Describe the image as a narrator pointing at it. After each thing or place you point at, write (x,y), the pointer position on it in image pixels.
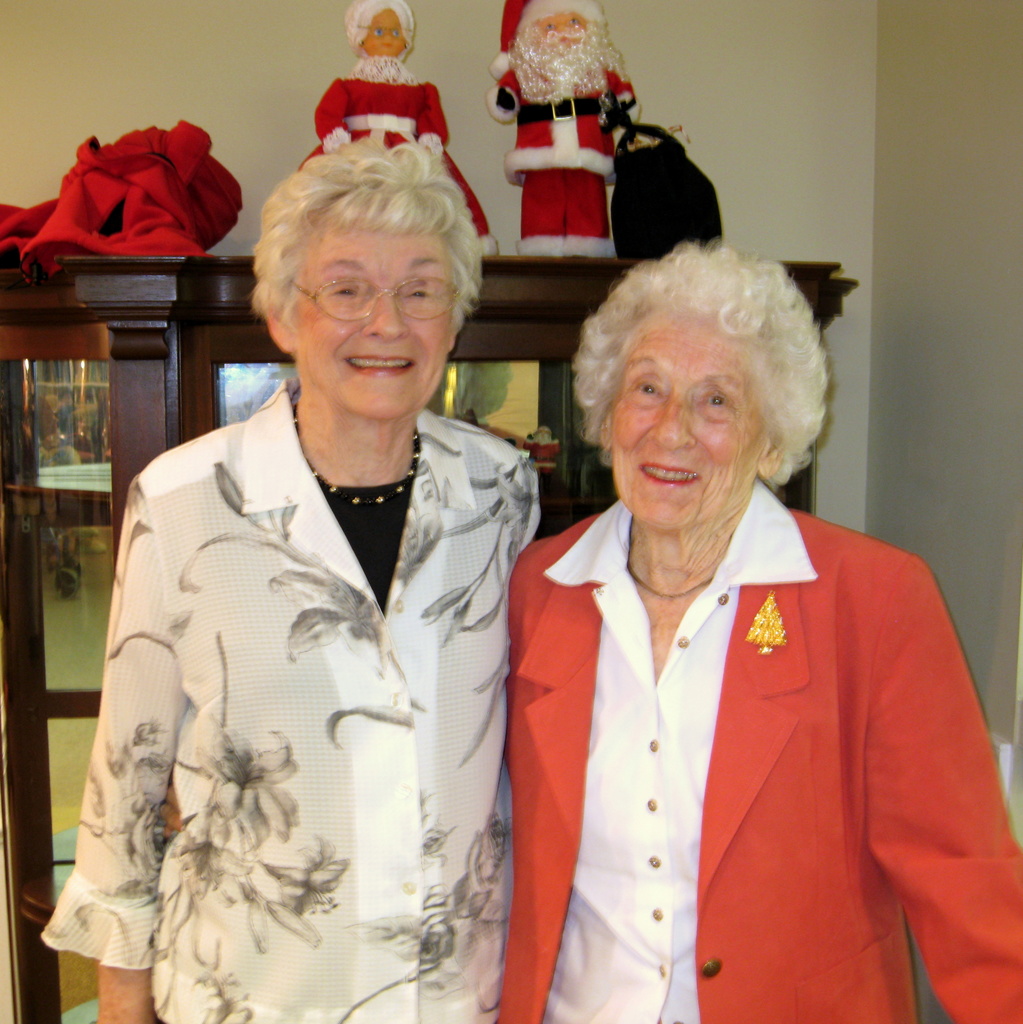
In this picture I can see two old people (547,738) standing and holding, behind I can see a wooden shelf (84,420) and some toys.
